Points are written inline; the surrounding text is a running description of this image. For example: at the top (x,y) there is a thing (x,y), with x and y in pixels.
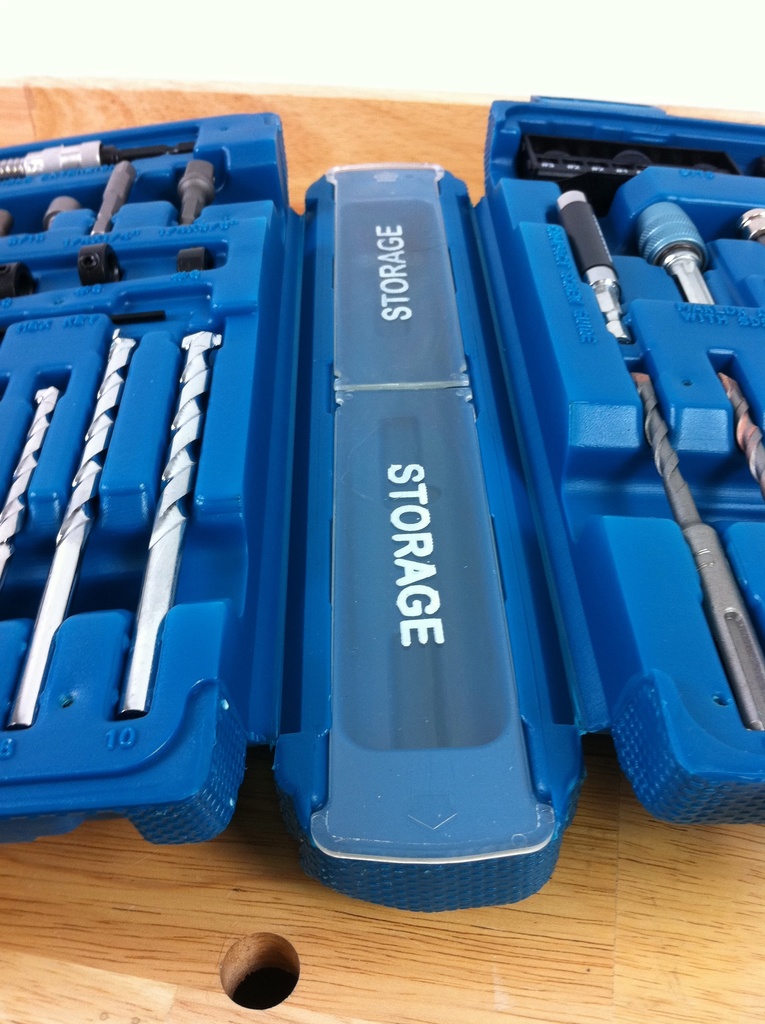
In this image I can see few tools (704,579) in the tool box (222,680) and the box (471,802) is on the brown color surface (490,968) and I can see the white color background (365,66).
